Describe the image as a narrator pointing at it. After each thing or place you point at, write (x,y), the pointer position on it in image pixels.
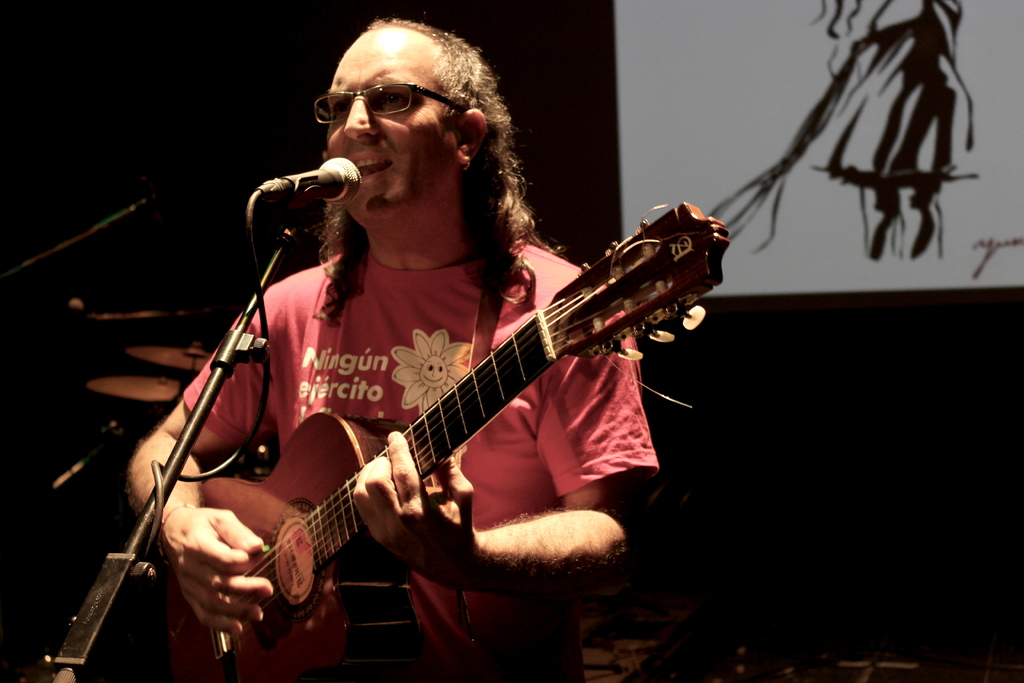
Here in this picture we can see a man (376,106) is highlighted wearing a red colour t shirt (598,410), standing in front of a mike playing a guitar (329,527) and singing. He wore spectacles (327,122). Here at the left side of the picture (153,352) we can see cymbals (135,386). On the background (774,130) we can see a photo frame (761,143).
